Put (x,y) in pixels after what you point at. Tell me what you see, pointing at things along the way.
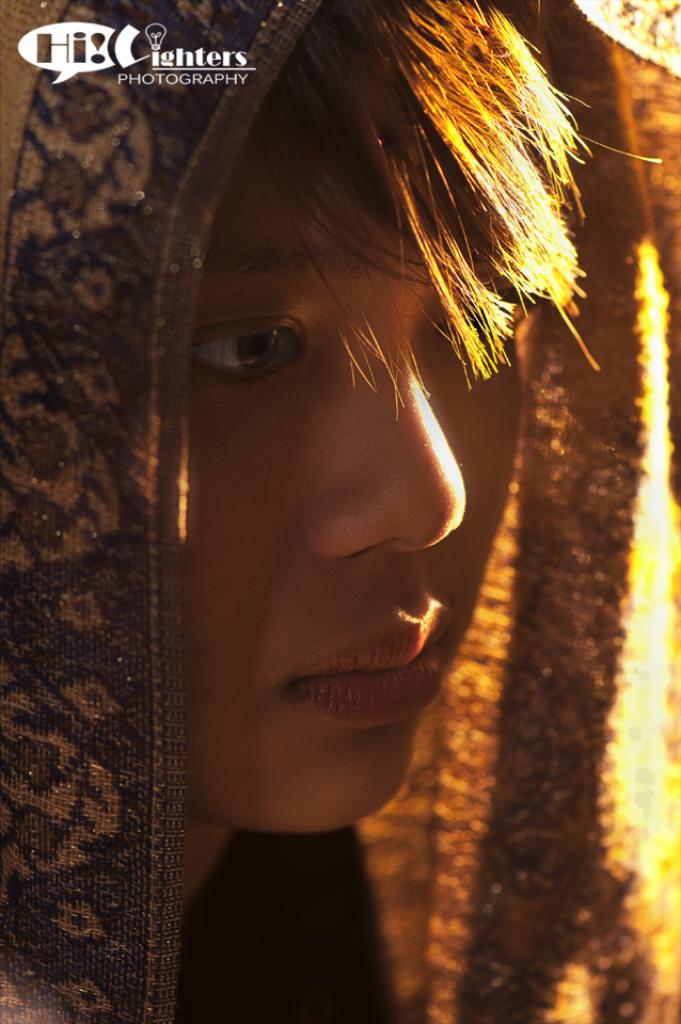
Here we can see a person (262,688) and there is a cloth (470,764) on the head (210,390). On the left side (90,44) at the top corner (97,48) we can see a text (75,44) and logo (62,41) on the image.
